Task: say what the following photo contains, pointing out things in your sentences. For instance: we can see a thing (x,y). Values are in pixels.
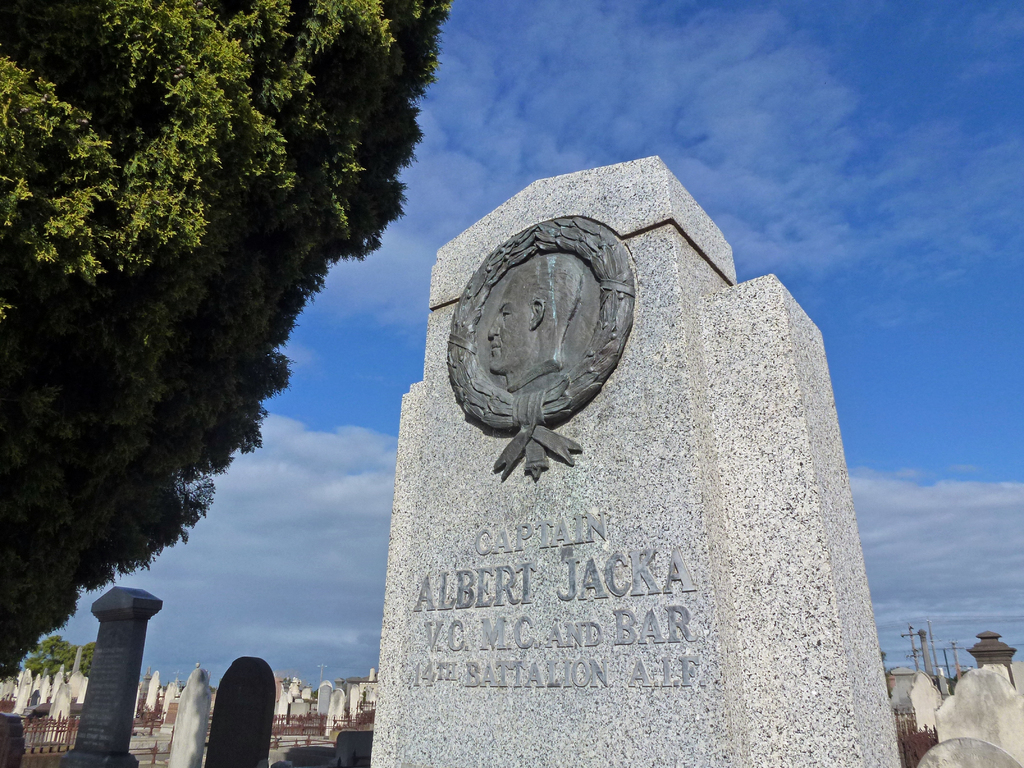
In this image I can see number of tombstones (15,758) and in the front (456,306) I can see something is written on the stone (635,528). On the left side of this image (143,480) I can see few trees (9,158) and in the background (376,349) I can see clouds (734,166) and the sky (328,375).
